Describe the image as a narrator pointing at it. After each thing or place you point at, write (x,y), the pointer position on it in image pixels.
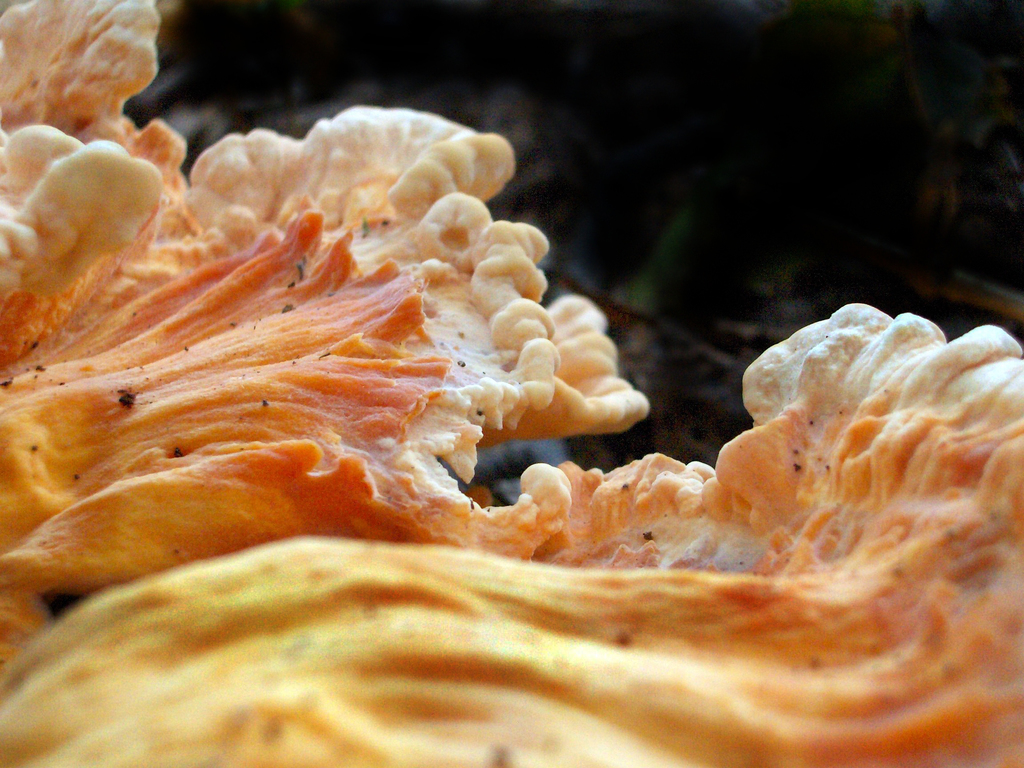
Here we can see an object (822,593) and there is a blur background (906,105).
